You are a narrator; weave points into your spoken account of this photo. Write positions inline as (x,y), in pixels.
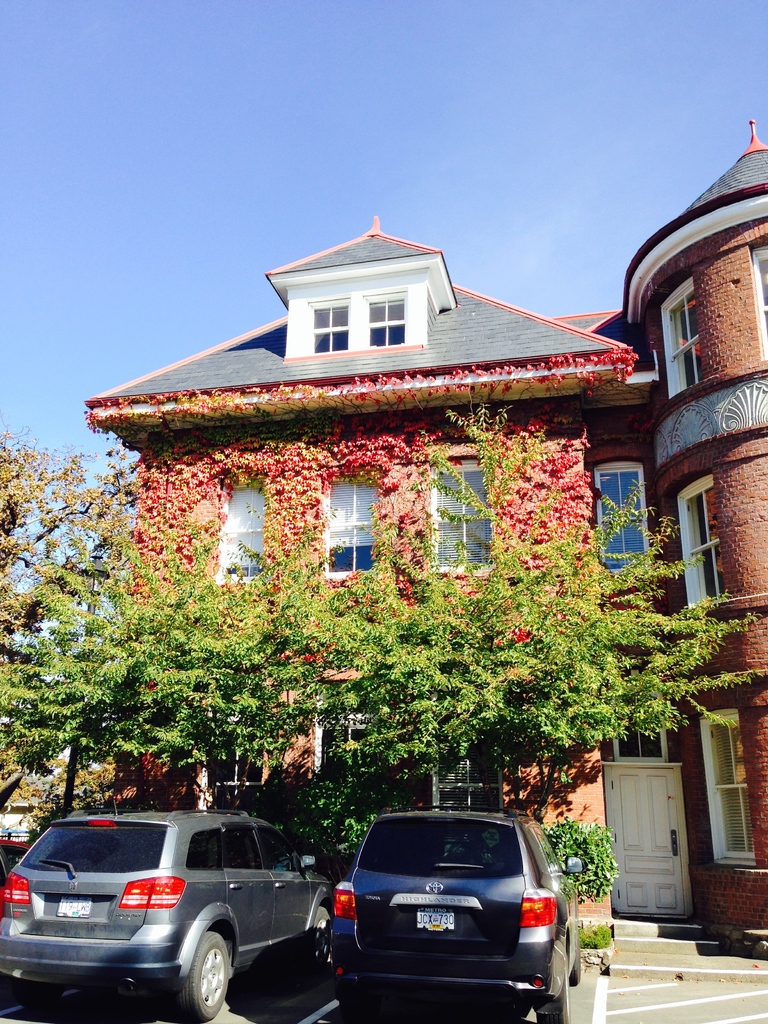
In this picture I can see buildings (447,395) which has windows (261,504) and door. I can also see trees (428,646), plants (302,449) and vehicles (236,908) on the road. In the background (146,162) I can see the sky (312,155).
